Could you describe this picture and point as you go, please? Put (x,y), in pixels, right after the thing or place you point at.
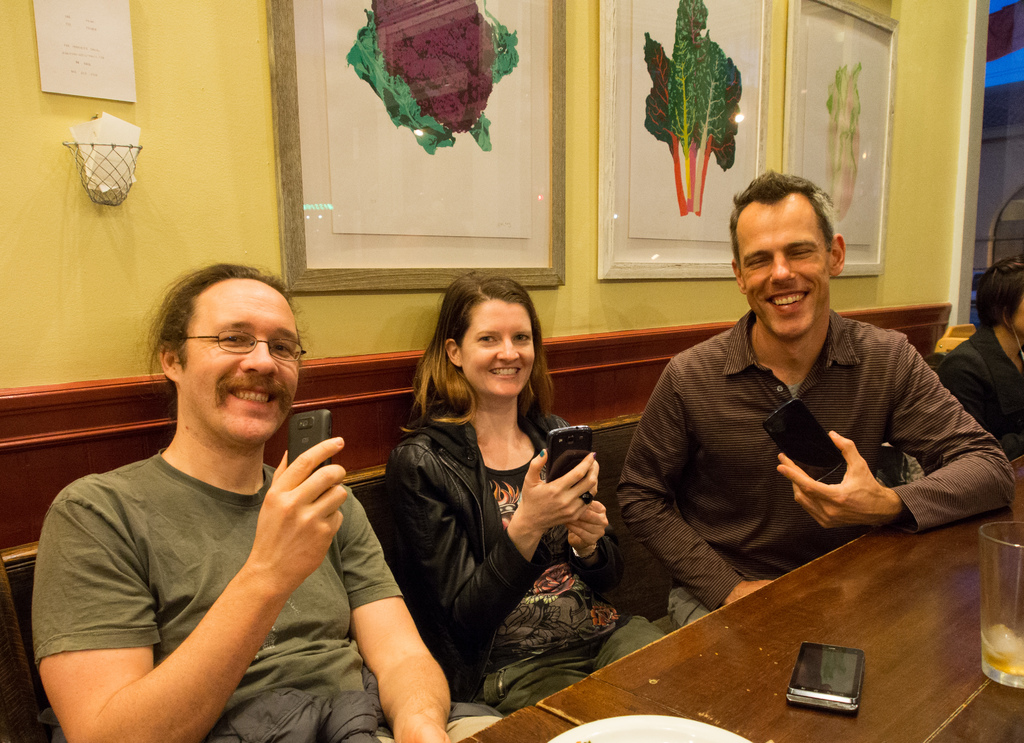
In this picture we can see three persons (527,324) and the three persons (848,395) are carrying mobile (320,425) in their hand (564,493) in front of them there is table (787,631) and on table (779,645) we can see mobile (824,672), glass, plate (648,720) and in the background (136,38) we can see wall (173,83) with net (92,162), frames (628,44) and on frames (872,87) there are beautiful paintings (503,61).
